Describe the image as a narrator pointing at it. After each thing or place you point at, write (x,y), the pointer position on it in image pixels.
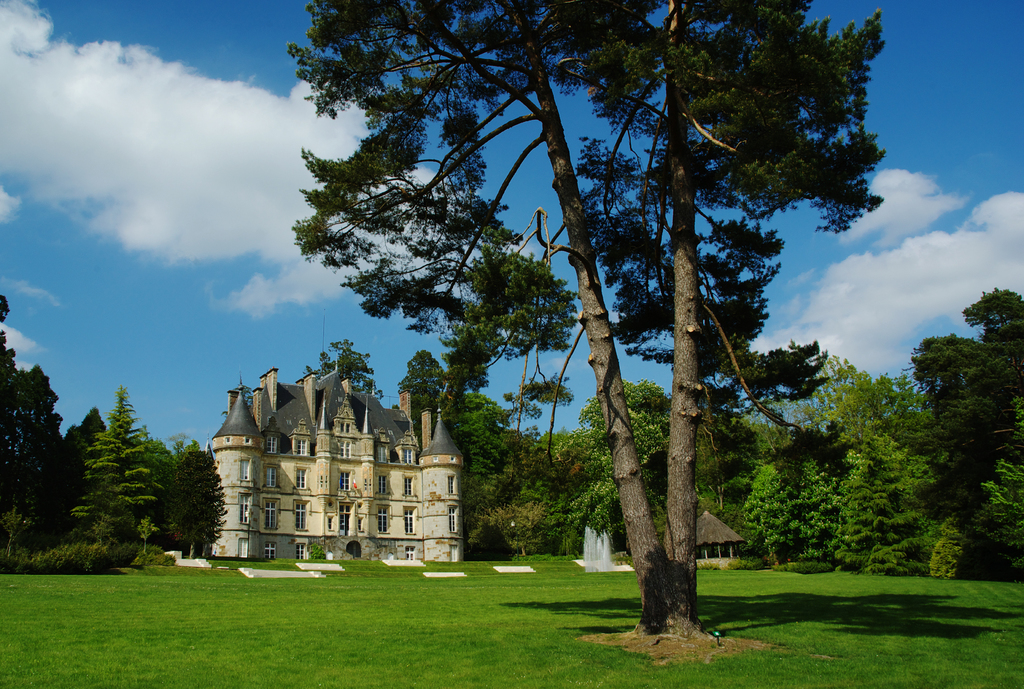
In this picture we can see few trees (459,422), in the background (390,420) we can find a building (315,522) and water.
